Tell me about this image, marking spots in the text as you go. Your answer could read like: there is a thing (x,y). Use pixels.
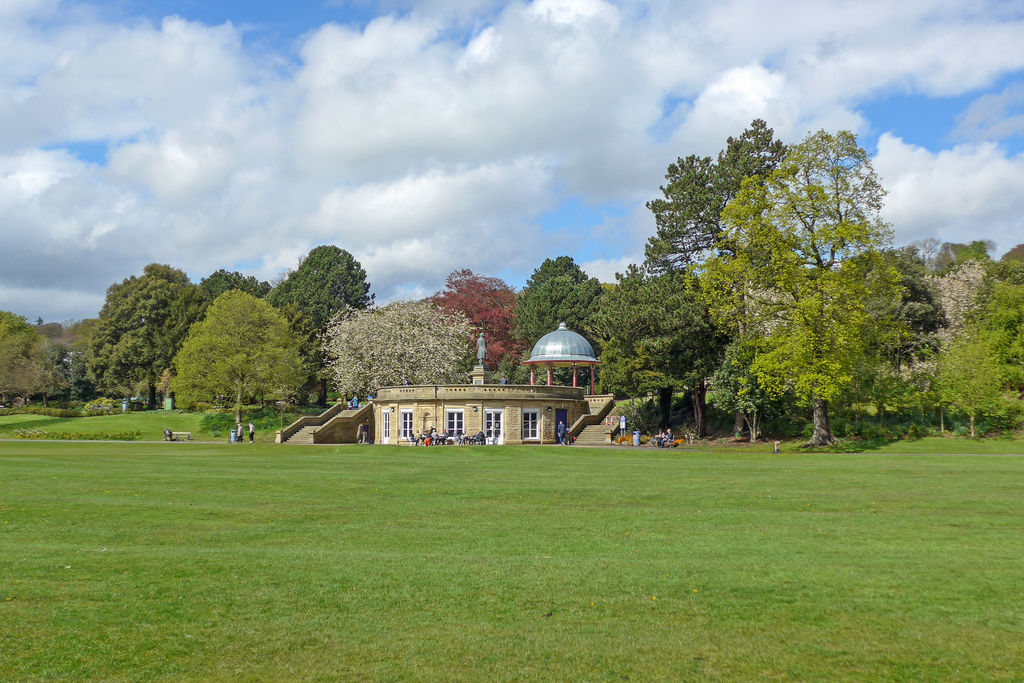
In this image we can see a few people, there is a house (552,389), a statue (482,358), there are plants (895,420), trees (561,264), and the grass (434,461), also we can see the cloudy sky (679,146).
